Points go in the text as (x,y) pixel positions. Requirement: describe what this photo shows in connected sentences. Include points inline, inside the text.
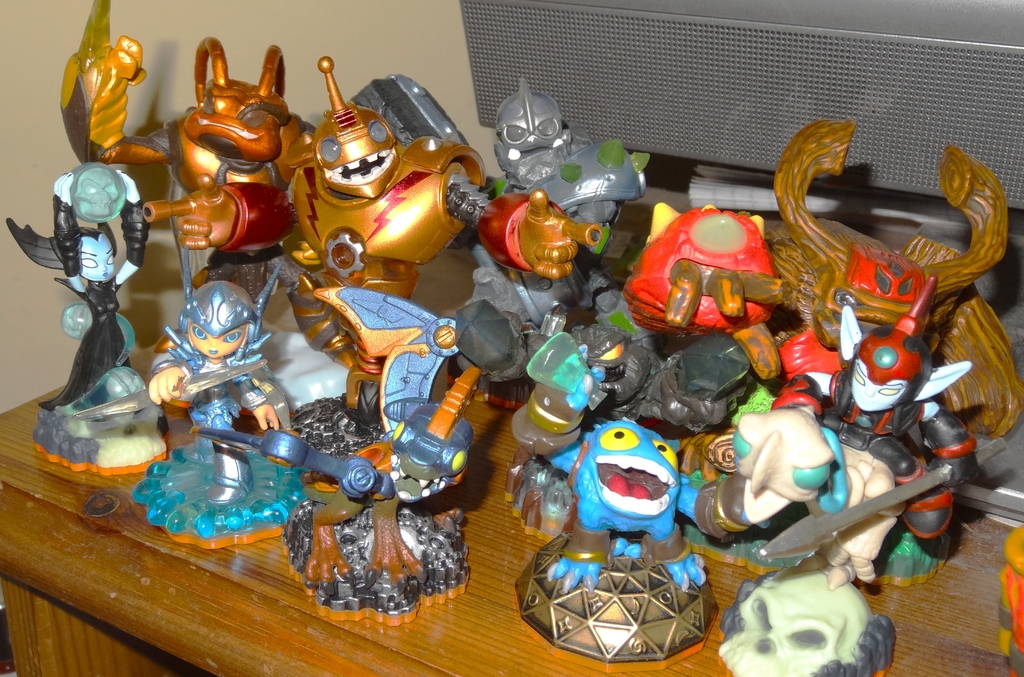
At the bottom of the image (240,610) there is a table (54,508). On the table (54,508) there are many toys (702,424). Behind them there is a book (772,203) and an object (988,141).
